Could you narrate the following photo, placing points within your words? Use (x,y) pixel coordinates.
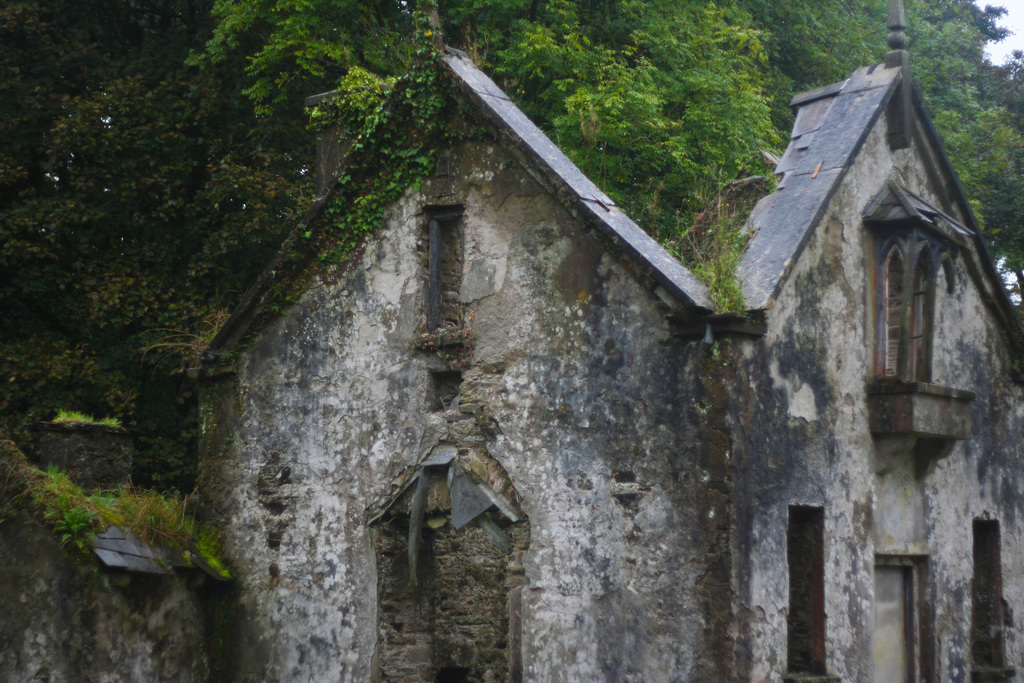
In this image we can see some stone houses (475,447) which has doors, windows (934,309) and in the background of the image (963,71) there are some trees (642,161).
